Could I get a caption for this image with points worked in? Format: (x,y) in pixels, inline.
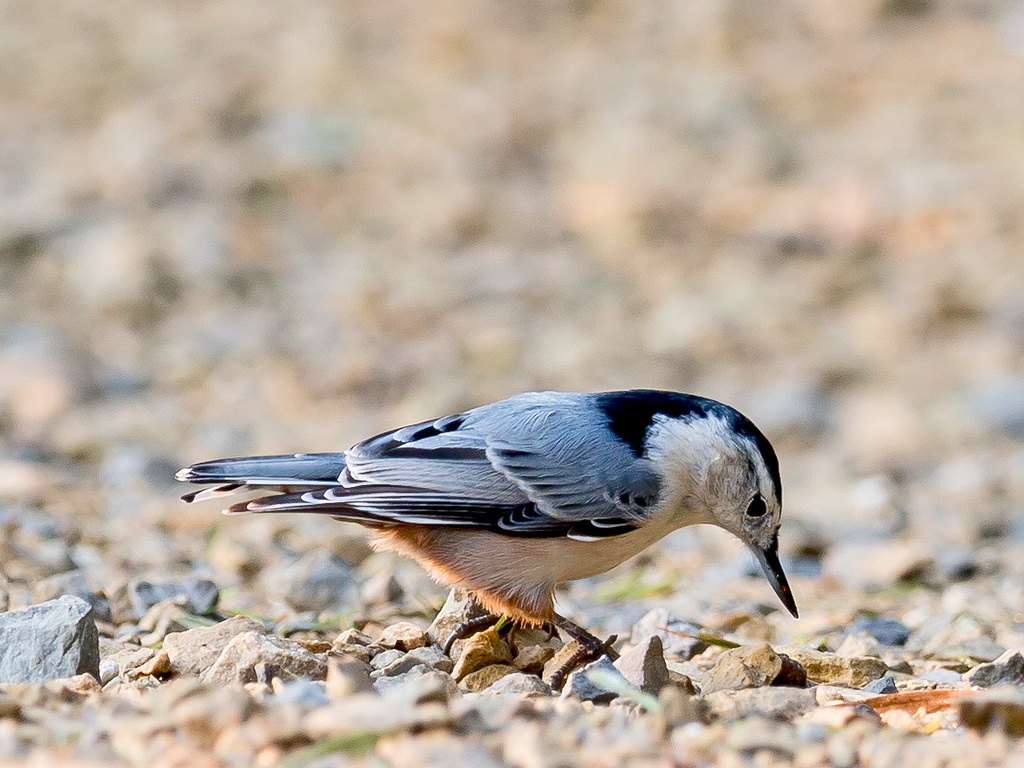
In the image there is a bird (508,550) standing on the land (410,627) with stones (314,654) all over it.
